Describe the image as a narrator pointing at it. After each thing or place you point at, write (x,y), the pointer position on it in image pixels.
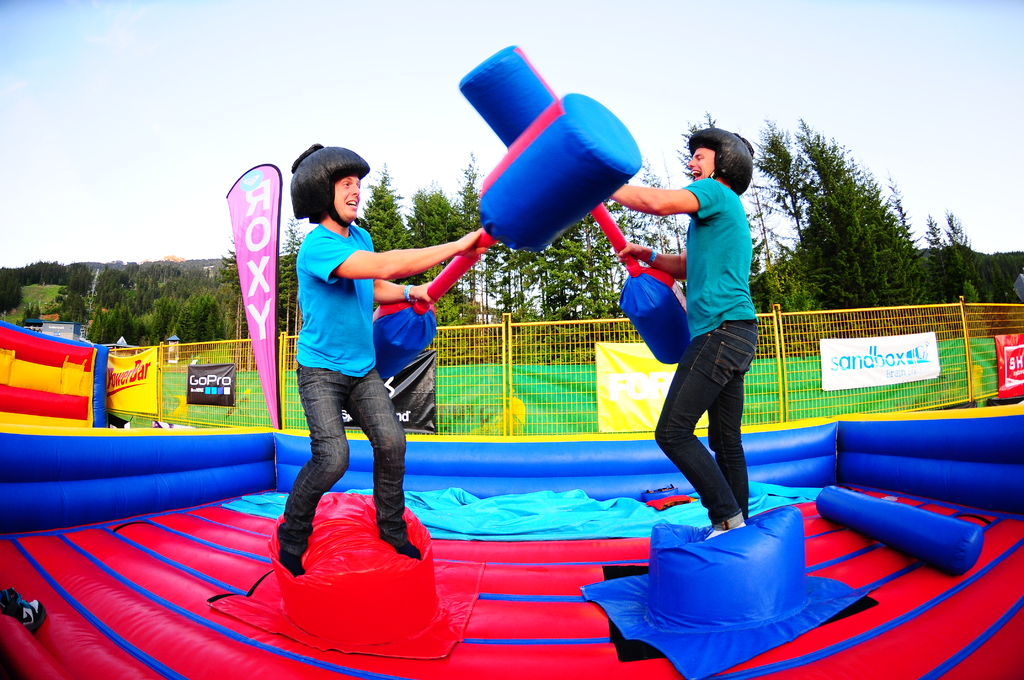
In the picture we can see air balloon construction (52,598) on it, we can see two persons (722,248) standing and hitting each other with the sticks (530,177) and in the background (1001,312), we can see a railing (1001,312) and behind it we can see some trees (760,206) and sky (444,101).
